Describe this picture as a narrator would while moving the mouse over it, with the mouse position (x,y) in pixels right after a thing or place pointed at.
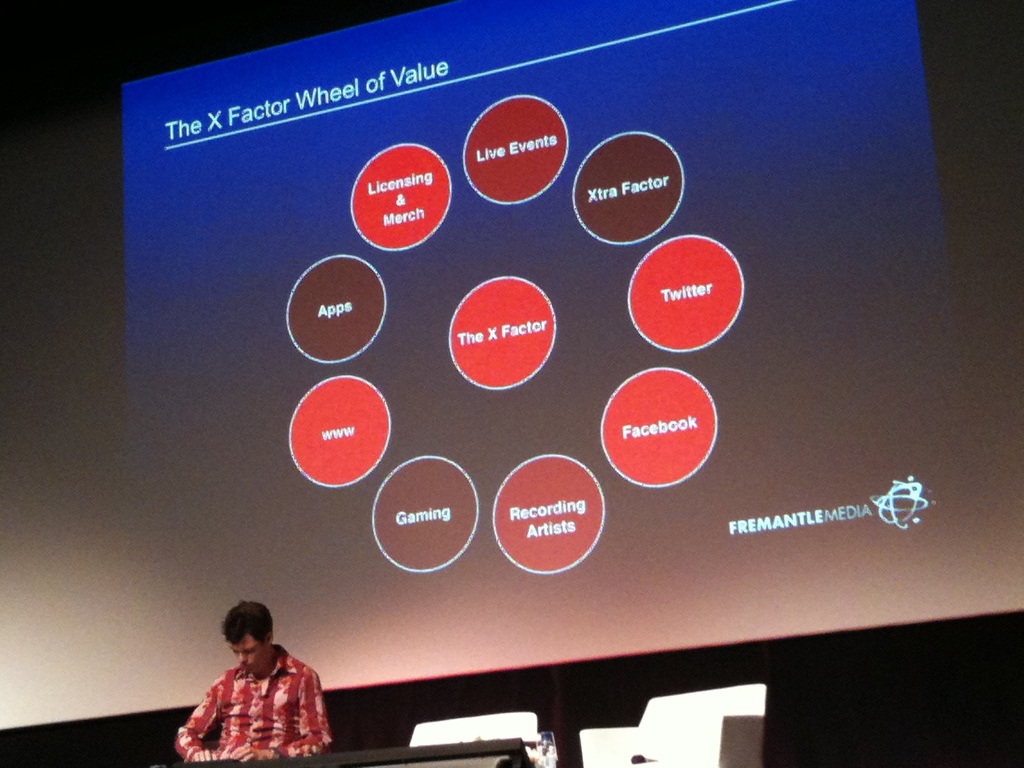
In this image we can see a man (253,724) wearing red shirt (253,724) is sitting on the chair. This is the projector screen (807,398).
